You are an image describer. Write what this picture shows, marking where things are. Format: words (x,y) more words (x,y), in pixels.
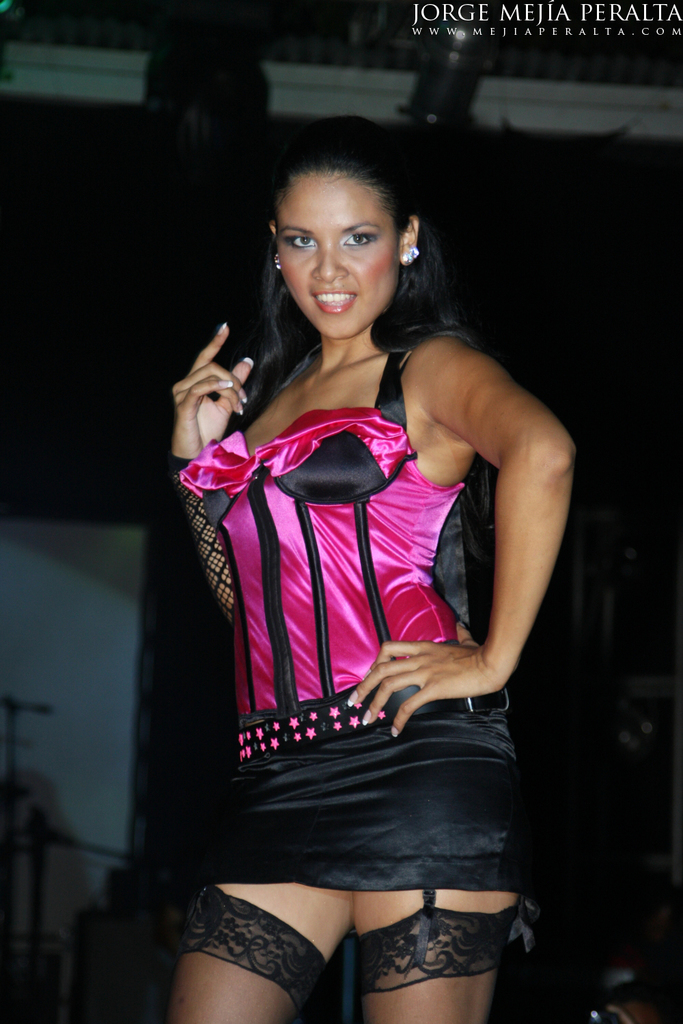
In this picture there is a woman (297,442) with pink and black dress (331,749) is standing. At the back (96,931) there are microphones (9,867) and there are objects (153,937) and there might be a curtain (602,332). At the top (428,121) there are lights (450,43). At the top right (518,37) there is text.
